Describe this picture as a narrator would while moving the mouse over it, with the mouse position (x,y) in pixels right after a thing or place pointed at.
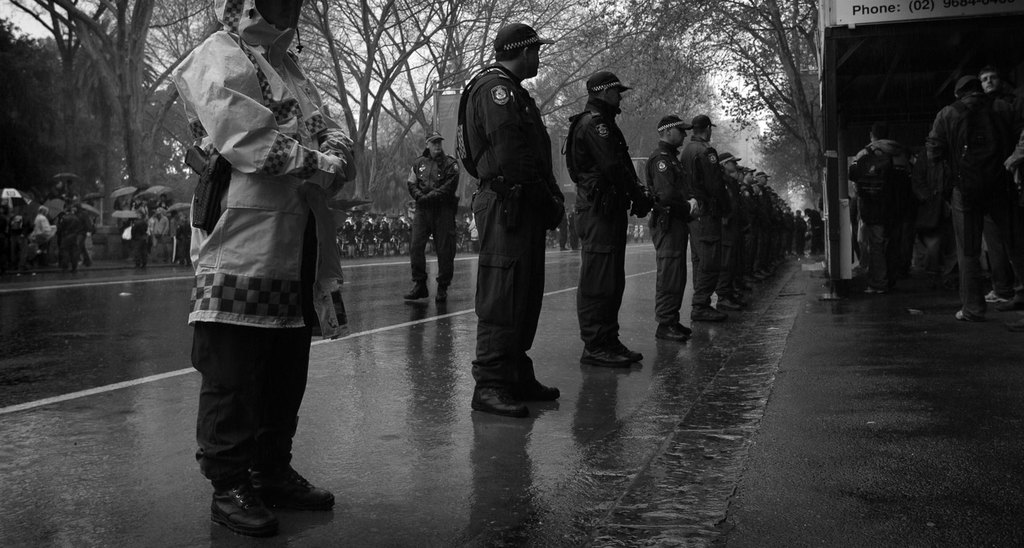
This is a black and white image. In this image we can see a group of people (506,380) standing in a row on the road (353,291). On the left side (63,228) we can see a group of people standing on the footpath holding the umbrellas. We can also see a group of trees (387,153) and the sky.
